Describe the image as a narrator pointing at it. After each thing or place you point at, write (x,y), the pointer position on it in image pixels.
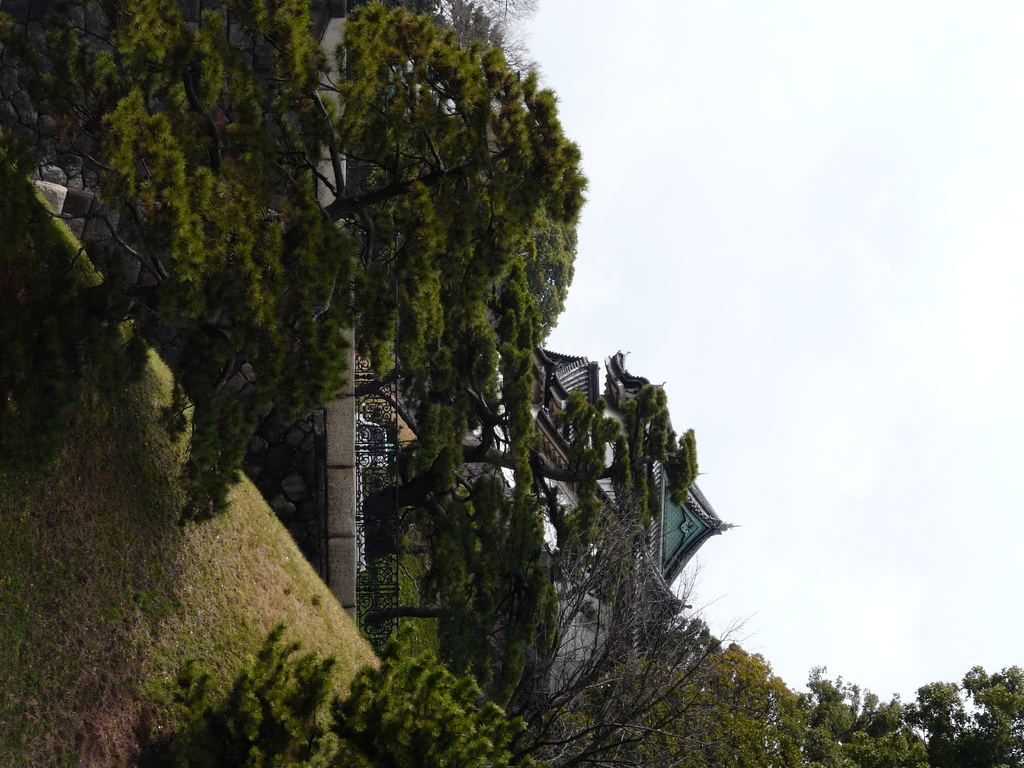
In this image, we can see a building (660,523). There are a few trees (599,693) and plants (390,702). We can also see the fence (364,589) and the sky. We can also see some white colored objects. We can also see some grass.
